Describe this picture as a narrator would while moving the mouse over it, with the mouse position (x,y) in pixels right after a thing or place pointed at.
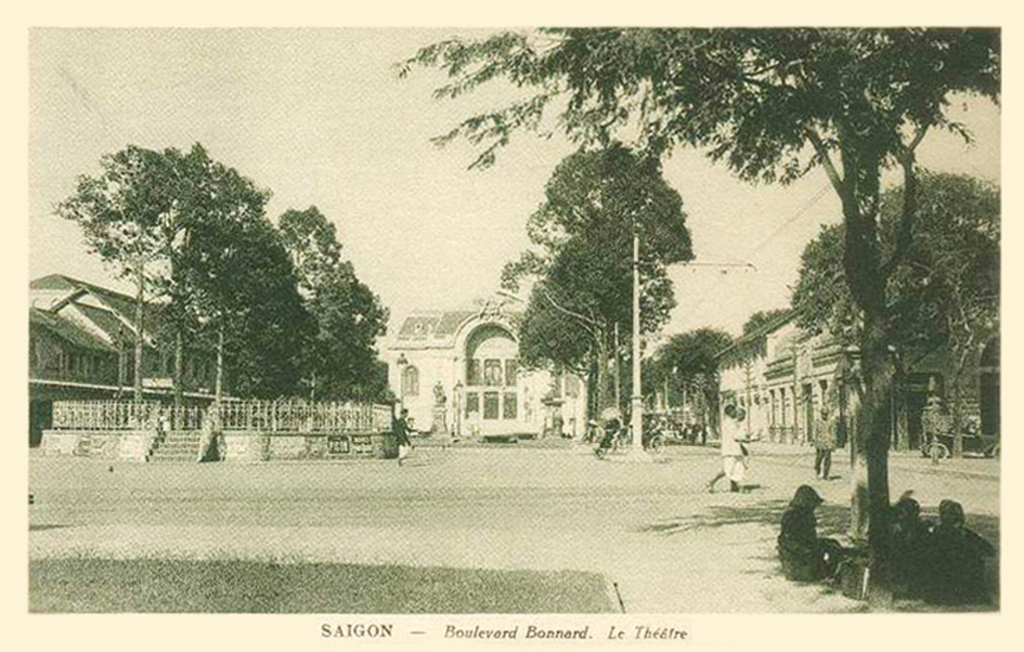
This is a black and white pic. Here we can see buildings (36,376), poles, roof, windows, vehicles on the ground (329,470) and few persons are walking on the ground (563,469) and sky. On the right (938,587) at the bottom corner (817,557) we can see few persons (806,550) are sitting on the ground (809,605) under a tree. At the bottom (495,638) we can see a text (588,624) written on the image.
